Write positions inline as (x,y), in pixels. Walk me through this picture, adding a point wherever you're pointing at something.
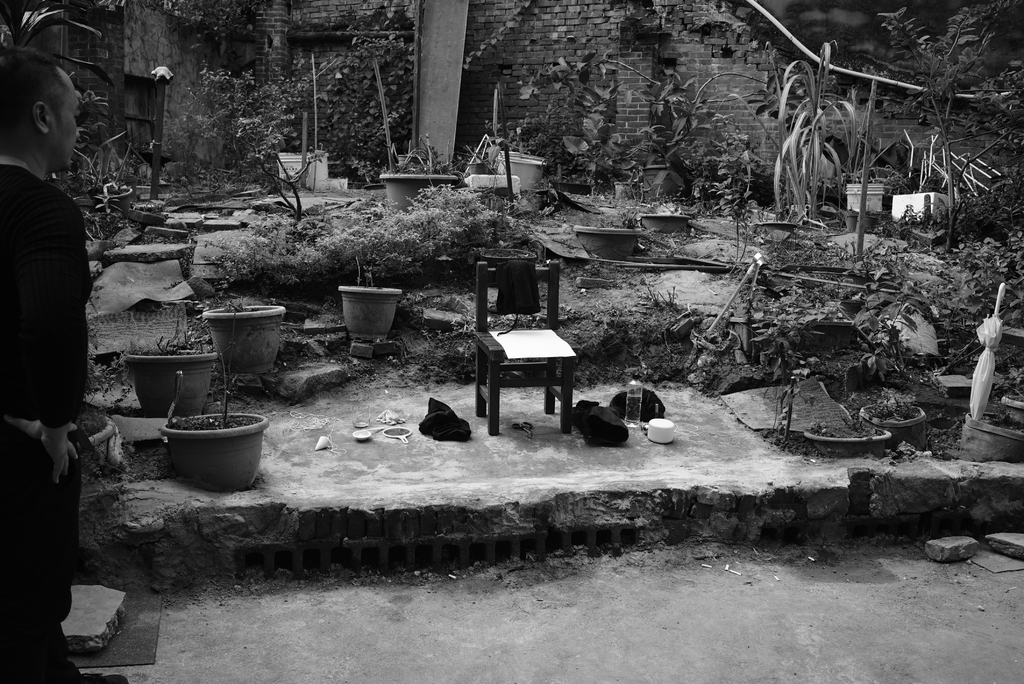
This is a black and white image. In this image I can see a chair (557,308), many pots (258,336), plants (305,267), bottle (637,423), clothes (456,425) and many other objects (394,417) on the ground (530,480). It seems to be a garden (259,220). In the background (376,140) there are many plants (252,100) and trees (273,101) and also I can see the wall (694,85). On the left side (47,232) there is a person (31,382) standing facing towards the back side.
